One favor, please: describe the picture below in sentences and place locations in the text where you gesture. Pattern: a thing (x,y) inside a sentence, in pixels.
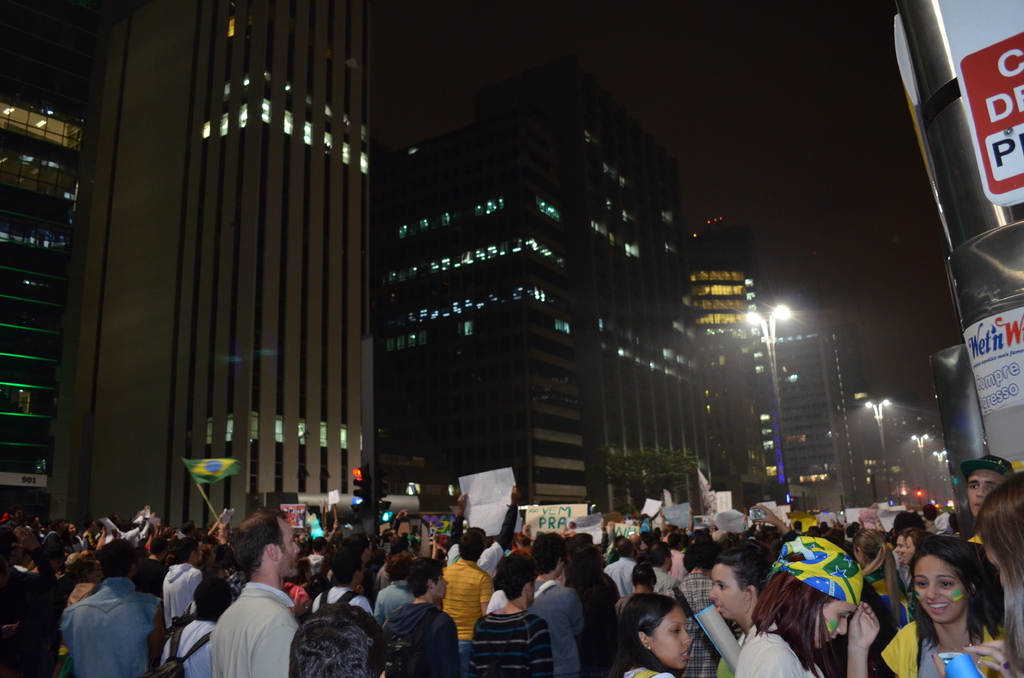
In this picture there are people (26,601) at the bottom side of the image (505,503), by holding flags (230,474) and posters (630,527) in their hands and there are buildings (811,449) in the background area of the image (677,371) and there are posters (984,69) in the top right side of the image (990,84).
